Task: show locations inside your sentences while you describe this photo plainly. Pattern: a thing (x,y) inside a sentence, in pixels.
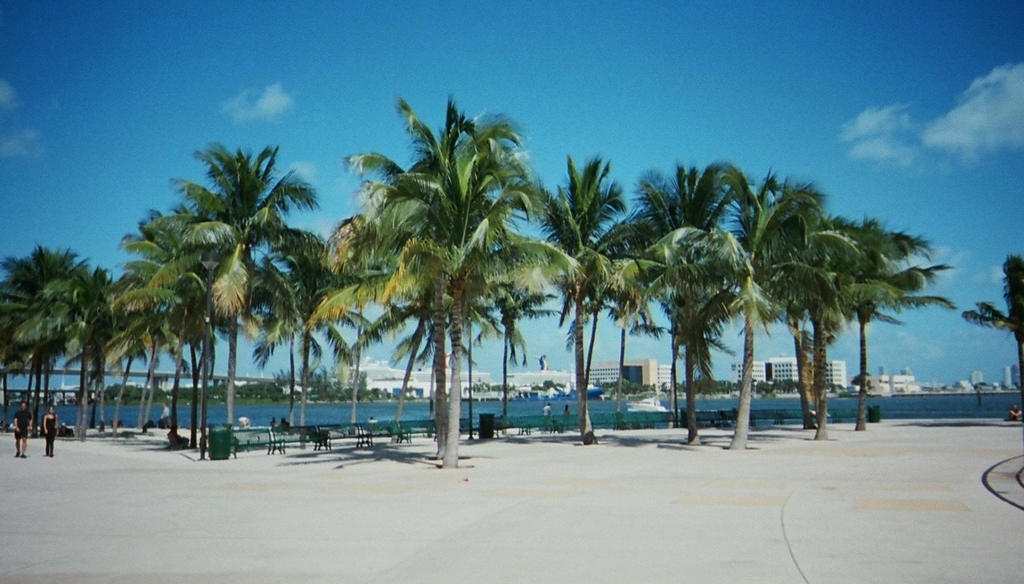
In the center of the image (477,324) there are trees (506,295) and there are benches (243,440). In the background (414,407) there is a river (387,413) and we can see people (242,423). There are buildings (836,366). At the top (589,82) there is sky (517,152).
